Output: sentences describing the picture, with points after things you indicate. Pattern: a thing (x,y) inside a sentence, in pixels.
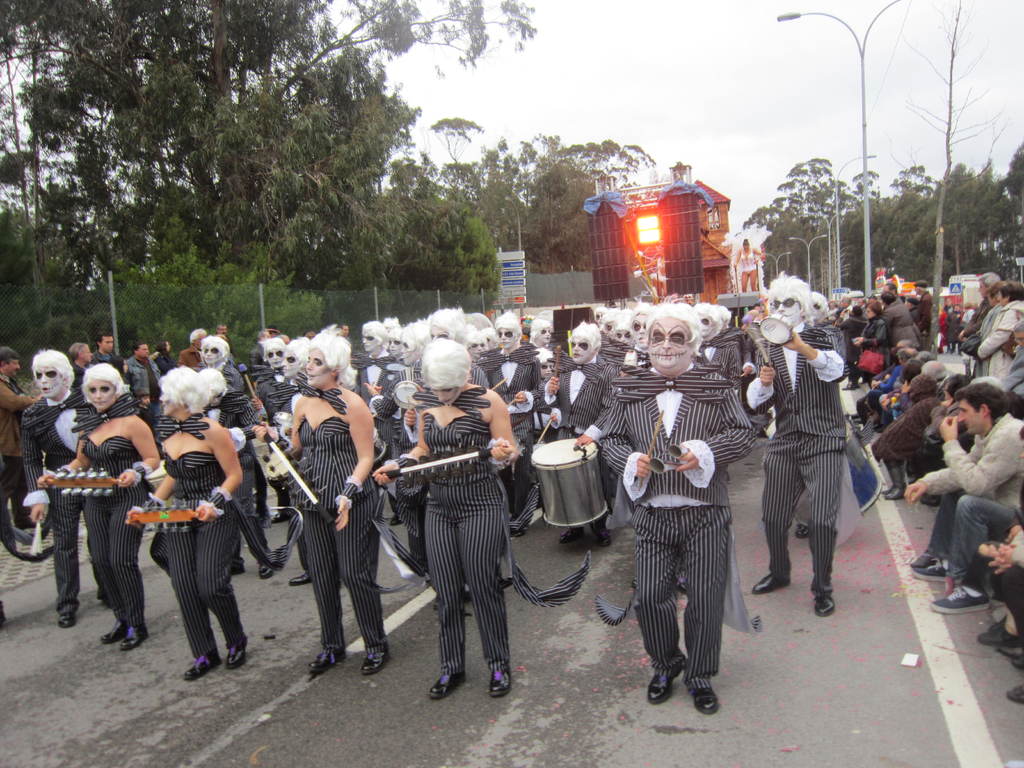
In the image there are many people (188,464) in same costume (514,472) and mask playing musical instruments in the middle of road (761,459), many audience (929,413) sitting on either side of road (117,709), in the back (694,286) there is a stage (711,280) with lights (656,232) on it and over the background (972,250) there are trees (781,240) all over the image and above its sky (723,99).
